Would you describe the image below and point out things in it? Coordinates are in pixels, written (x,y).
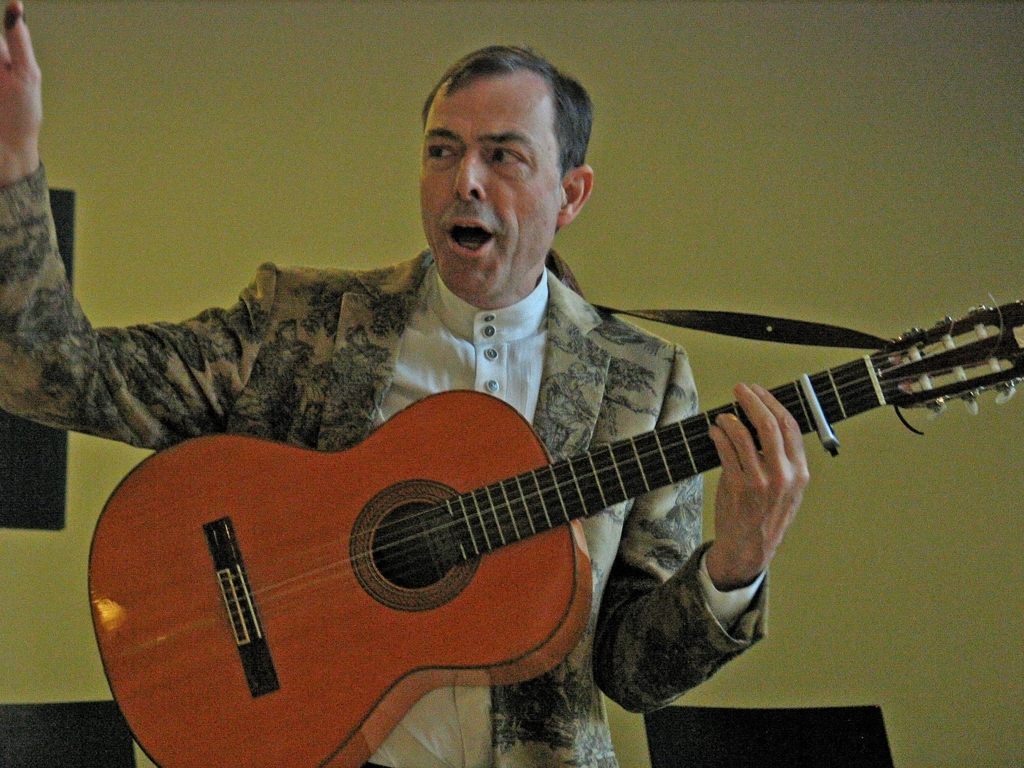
This image consists of a man (628,649) who is holding guitar (313,578) in his hand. He is talking something. He wore blazer (561,308) there are chairs (775,765) in the bottom (708,736).
